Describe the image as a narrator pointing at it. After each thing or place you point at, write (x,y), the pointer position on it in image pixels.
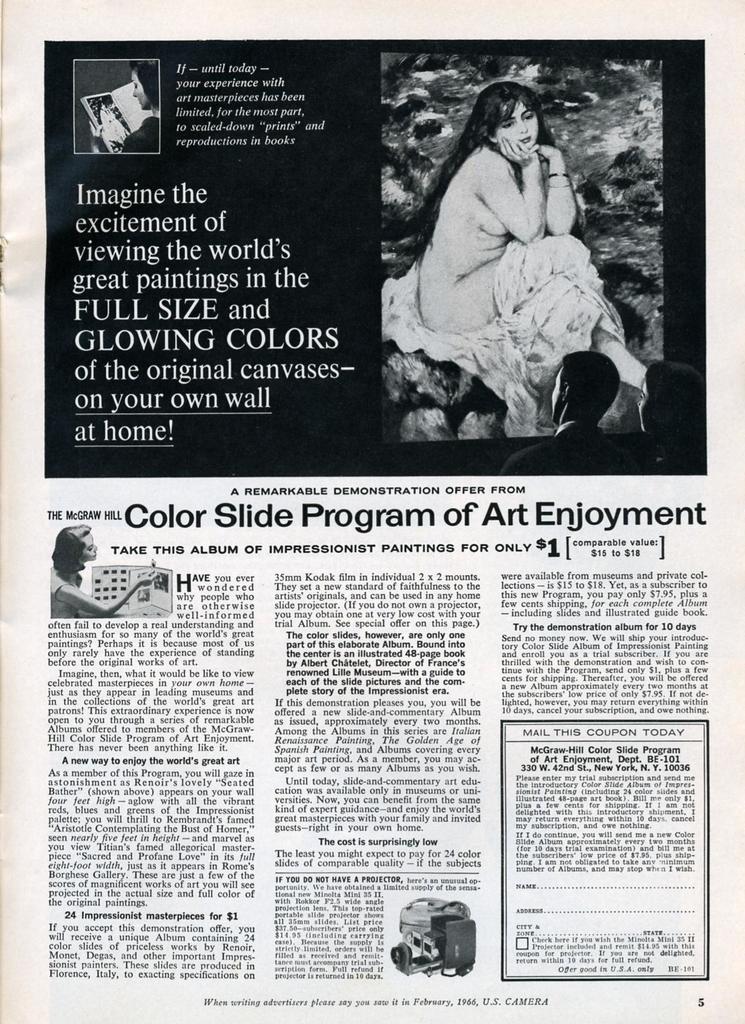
In this image, we can see a magazine paper (285,733). Here we can see some photographs (131,132), painting (514,244) and some text (372,714).
